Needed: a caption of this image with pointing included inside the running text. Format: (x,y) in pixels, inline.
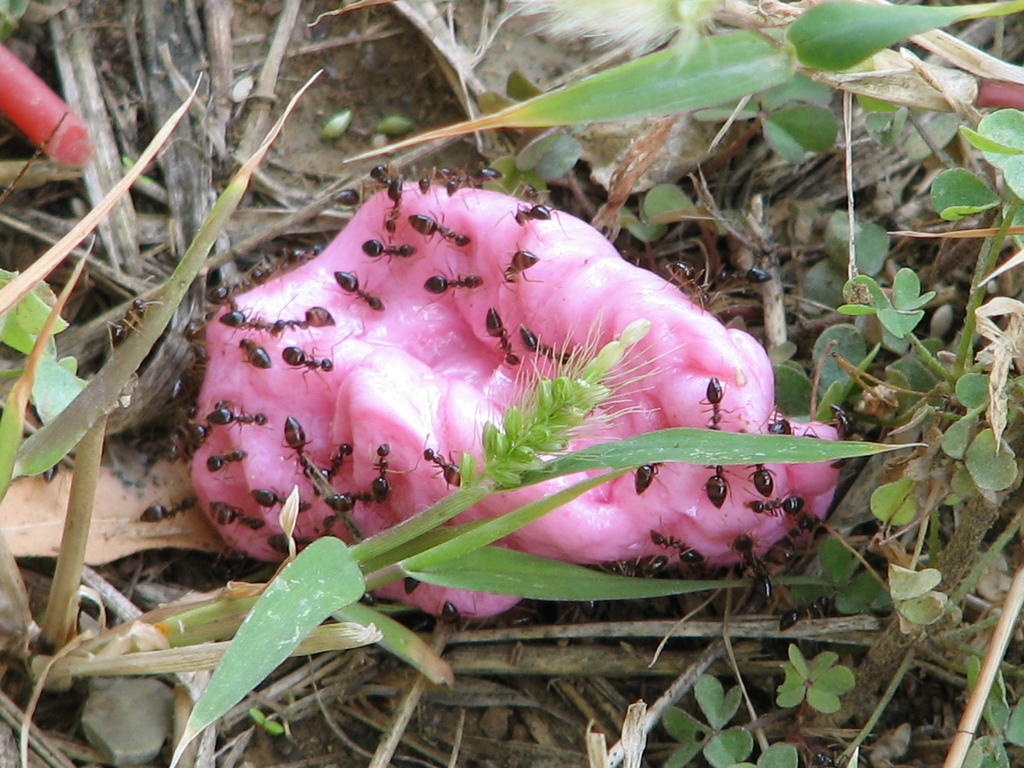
In this image, we can see a pink color object (606,531), on that there are some ants (769,484), we can see some green color leaves (223,658).
